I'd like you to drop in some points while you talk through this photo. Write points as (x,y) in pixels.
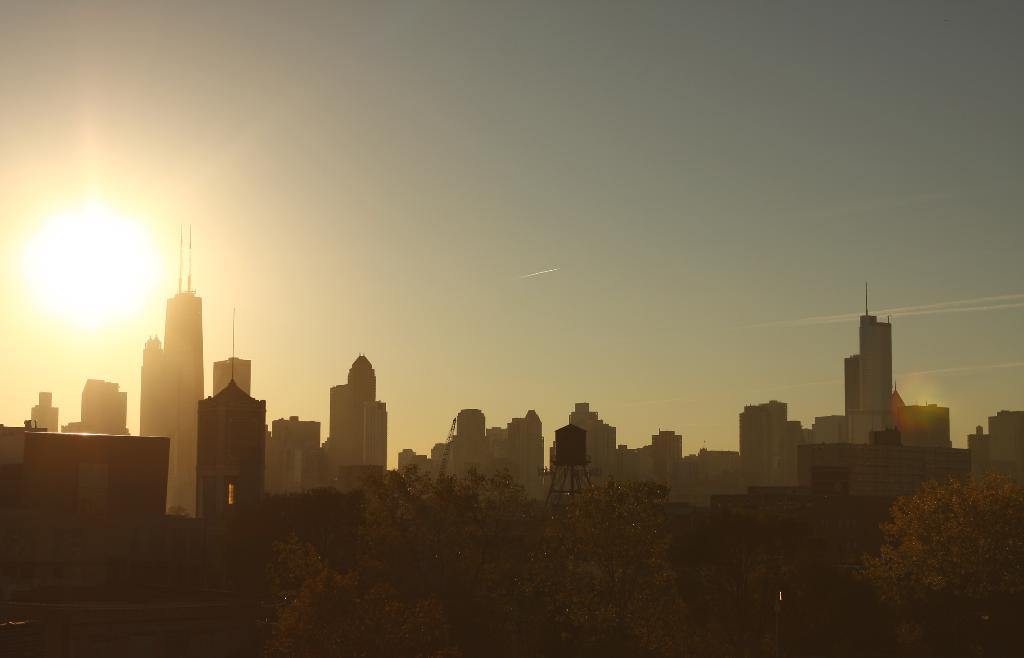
In the middle (479,420) there are buildings (461,459), on the right side (745,587) there are trees (628,516). On the left side (142,191) there is the sun (102,258) in the sky (292,210).
